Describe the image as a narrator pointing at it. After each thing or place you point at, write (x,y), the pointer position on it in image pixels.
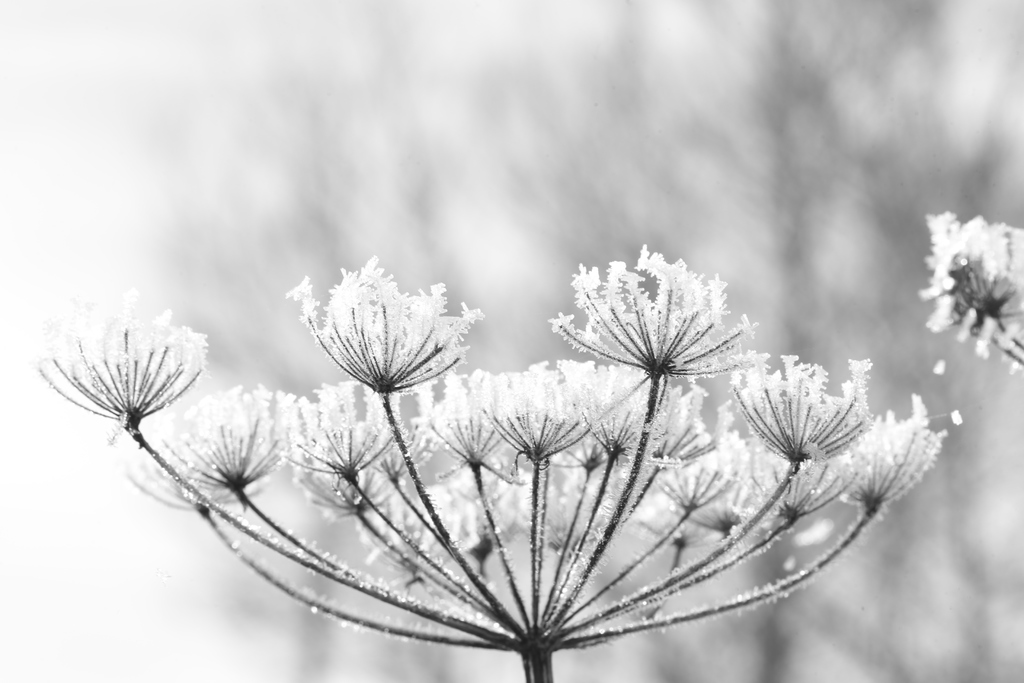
In this image I can see a bunch of white colored flowers (685,477).
